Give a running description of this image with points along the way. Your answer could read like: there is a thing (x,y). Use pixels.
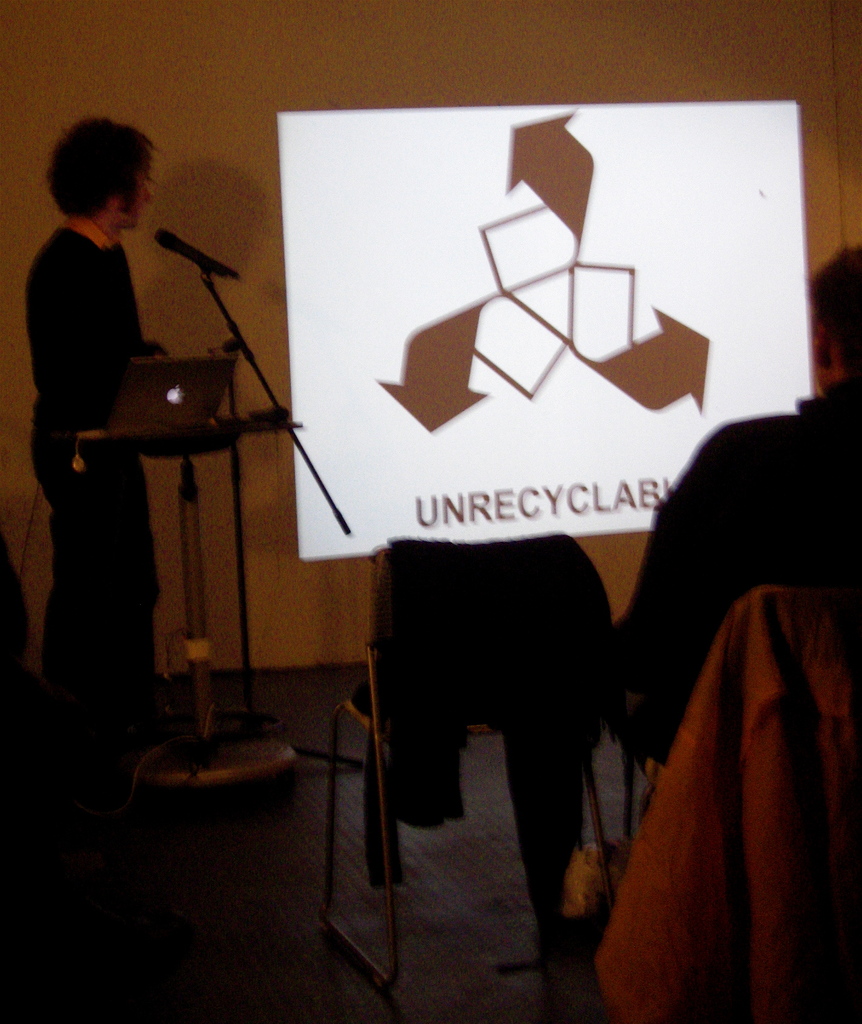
In this picture, there is a man (67,440) standing at the podium (179,450). On the podium (134,445), there is a laptop (158,381). Before him, there is a mike (207,277). Towards the right (707,774), there are chairs (761,884) and a person (702,634) is sitting on one of them. Before him, there is a screen (563,206) with some text (508,506).
